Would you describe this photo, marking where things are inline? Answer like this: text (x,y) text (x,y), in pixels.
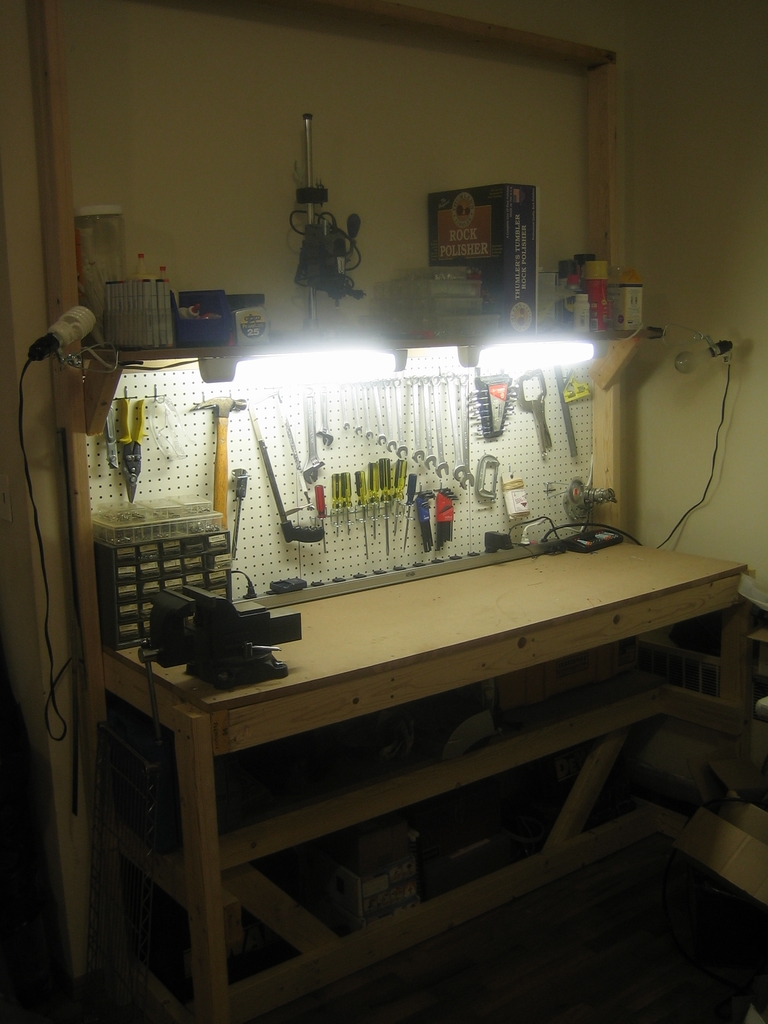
In this image we can see a wooden table (287,707) on which we can see few objects (221,621) are kept. Here we can see some tools (395,389) hanged to the board (238,418), here and we can see the lights bulbs (66,327).
